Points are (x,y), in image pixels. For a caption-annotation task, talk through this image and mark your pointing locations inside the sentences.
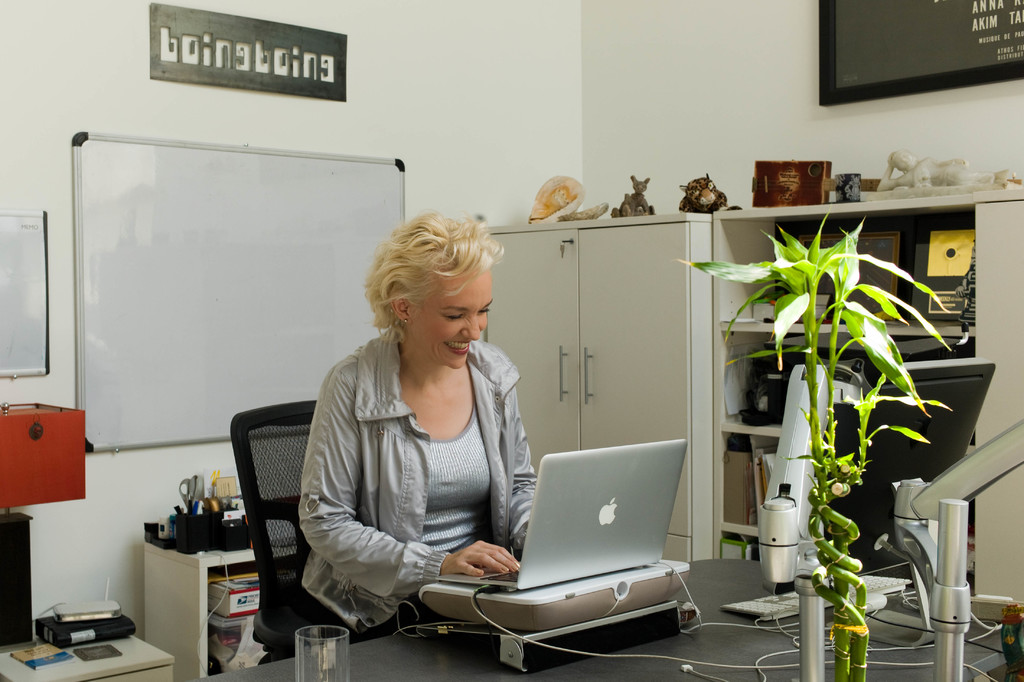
In this image we can see a woman (359,513) wearing jacket (329,499) is sitting on the chair (278,610) and using the laptop (606,518) which is in front of her. Here we can see glass (328,673), a plant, monitor (919,450) and keyboard (746,606) on the table (418,651). Here we can see the stand (935,601). In the background (184,640), we can see board (237,238), table (171,590) on which some things (199,515) are kept, cupboards (517,357), shelves (919,233), name board (340,85) and photo frame (852,99) on the wall (884,107).
